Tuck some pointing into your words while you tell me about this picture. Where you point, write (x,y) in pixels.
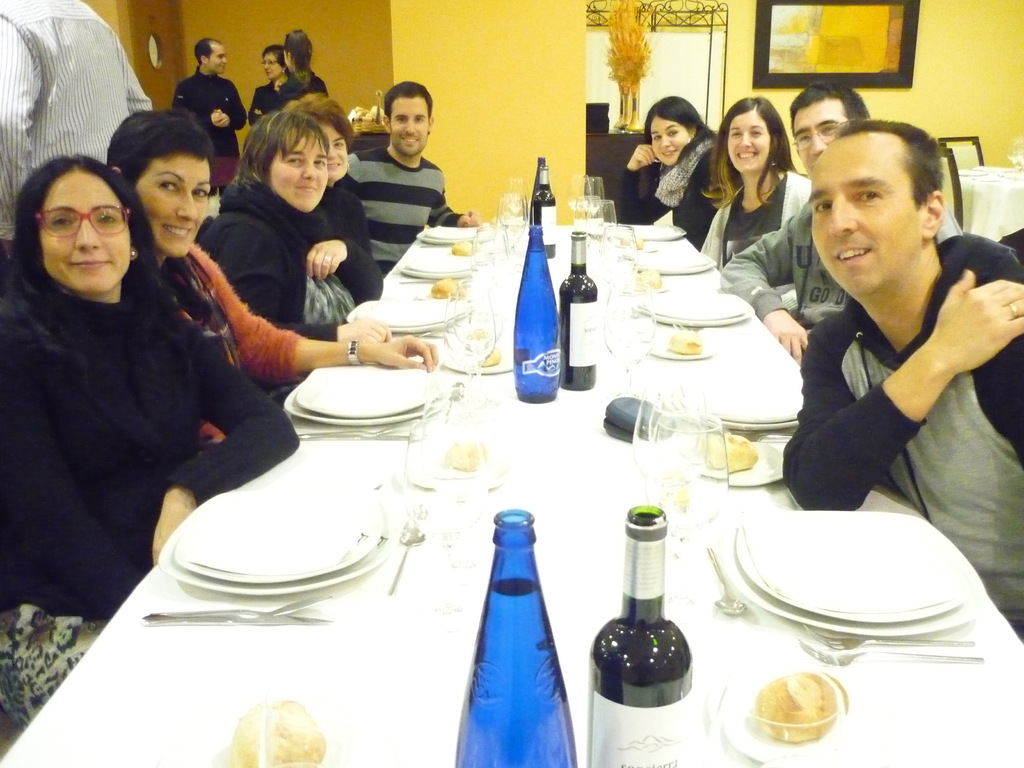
I can see a group of people (771,199) sitting and smiling. This is the table (389,640) covered with the cloth (414,625). I can see the plates (463,241), wine glasses (492,247), wine bottles (663,680), spoons (725,598), bowls (786,726) and few other things (771,716) on it. There are few people (204,88) standing. This looks like a flower vase (634,100). Here is the frame (857,47), which is attached to the wall (957,59). I think this is the pillar (499,98). In the background (978,197), I can see another table (984,196) covered with the cloth (984,204) and these are the chairs (952,165).
